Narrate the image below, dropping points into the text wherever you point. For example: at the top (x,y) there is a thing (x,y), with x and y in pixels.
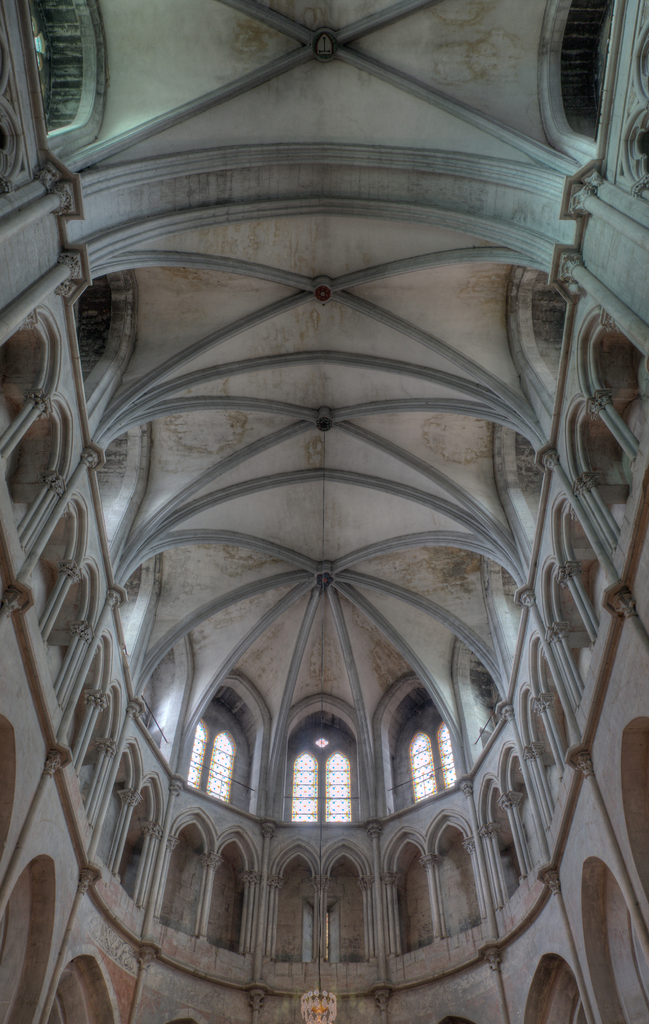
In this image I can see the interior (326,861) of the building (320,744). I can see the walls (392,962) which are cream in color and the ceiling (282,331) which is white and cream in color. I can see few windows (308,759) of the building (332,743).
